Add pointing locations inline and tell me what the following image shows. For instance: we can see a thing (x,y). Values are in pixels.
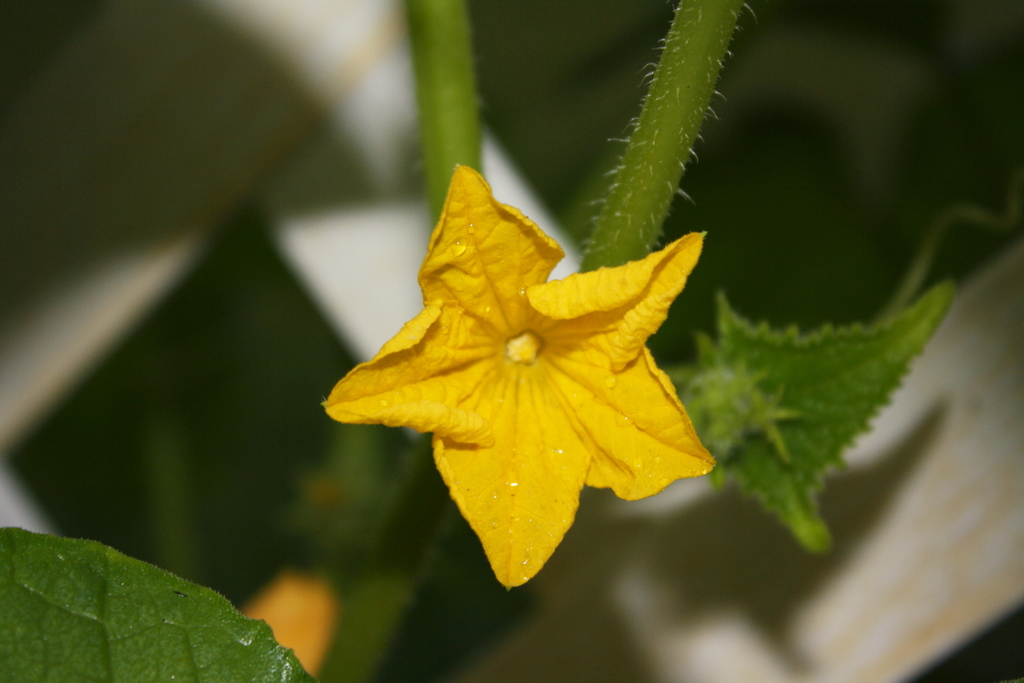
In this image there is a flower (430,350) and there are leaves (778,496) and there is a plant (667,151) and the background (716,147) is blurry.
